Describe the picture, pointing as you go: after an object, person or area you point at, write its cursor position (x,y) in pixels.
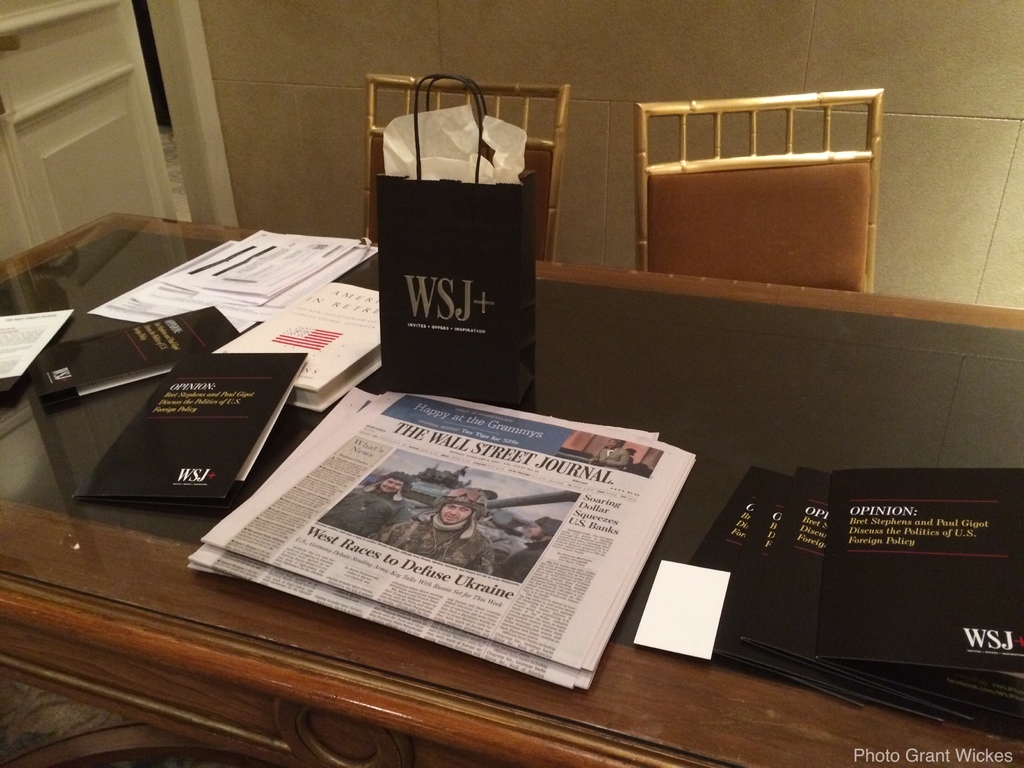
In this picture we can see table (709,373) and on table (741,460) we have cards (236,394), paper (545,541), bag (438,255) with some tissue paper (433,140) and aside to this table (624,273) we have two chairs (683,147) and in the background (237,68) we can see door (67,120) opened, wall (297,52).
